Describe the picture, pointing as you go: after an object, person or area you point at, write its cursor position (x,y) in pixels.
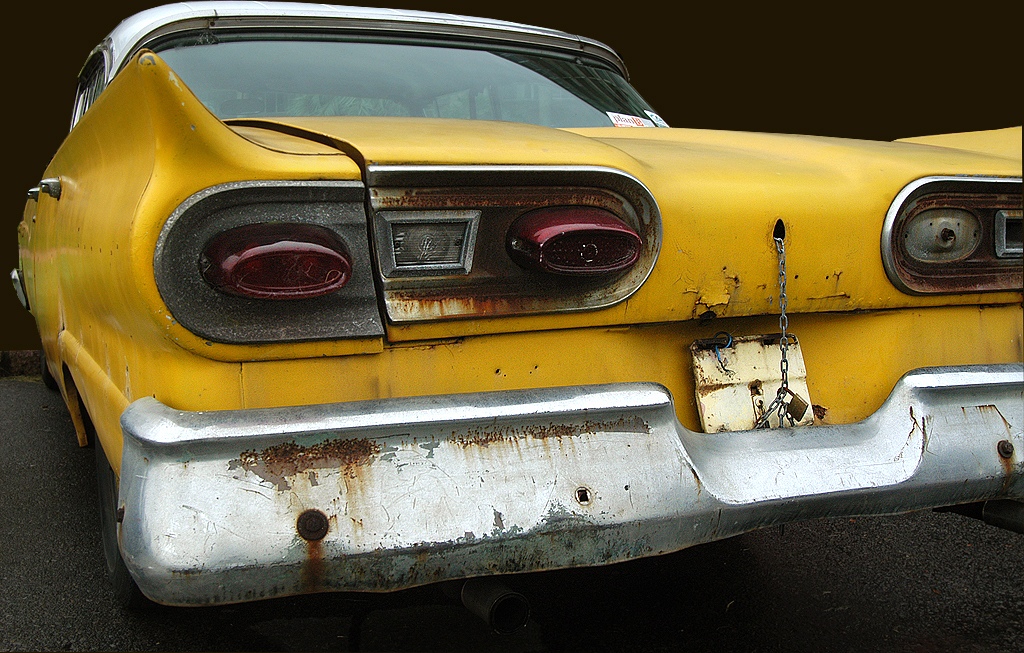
In this image I can see the car (366,248) in yellow and white color and I can see the dark background (48,65).
